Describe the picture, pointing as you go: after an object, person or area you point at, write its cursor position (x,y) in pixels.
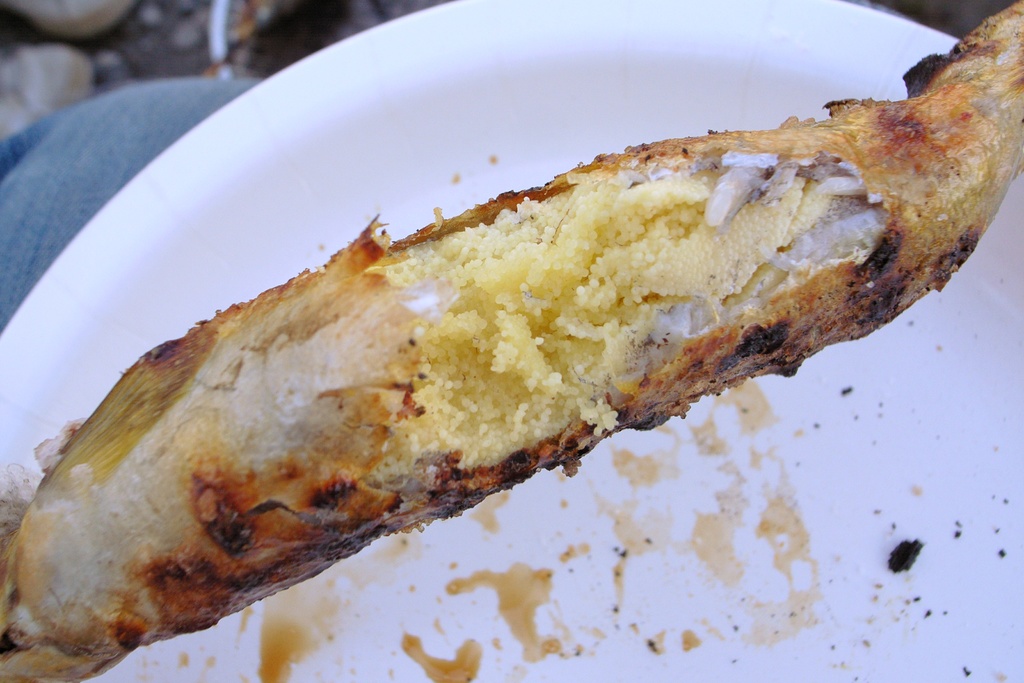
This image consists of a food item (50,472) under it there is white plate (473,143).
